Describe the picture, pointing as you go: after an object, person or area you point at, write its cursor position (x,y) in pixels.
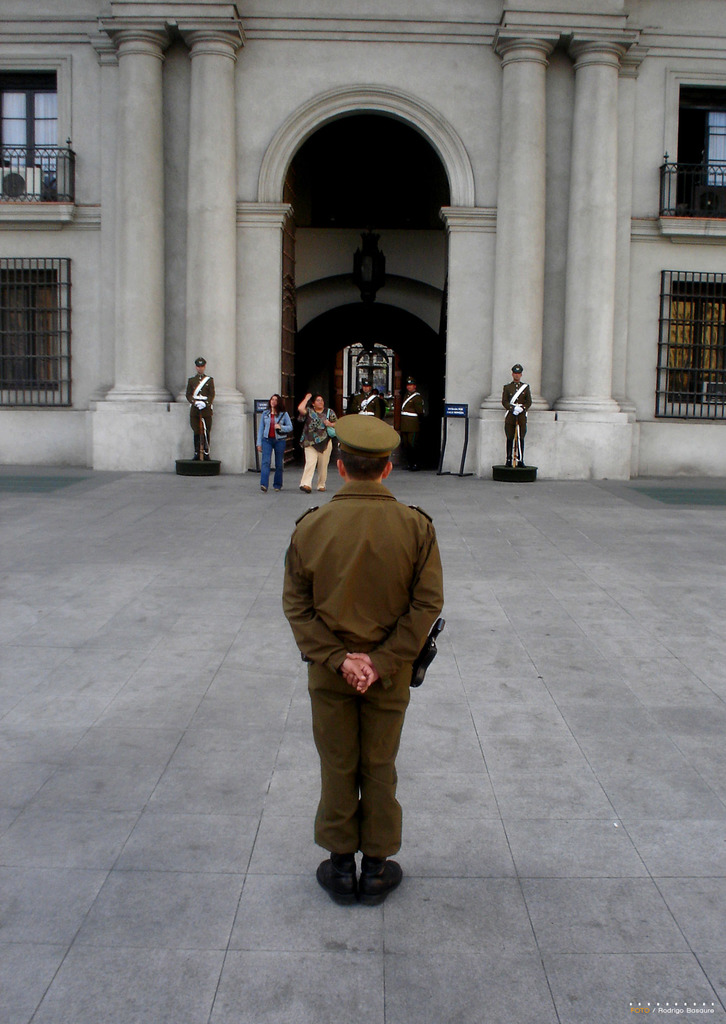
In this image there is a person (372,630) standing in the middle of the floor (56,702), in the background (26,207) there is a big building (641,2) to that building (682,24) there are windows (673,341) and an entrance (295,435), through that entrance (289,370) there are two people (285,419) walking and two people (517,391) are standing on either side of the entrance (348,410).
